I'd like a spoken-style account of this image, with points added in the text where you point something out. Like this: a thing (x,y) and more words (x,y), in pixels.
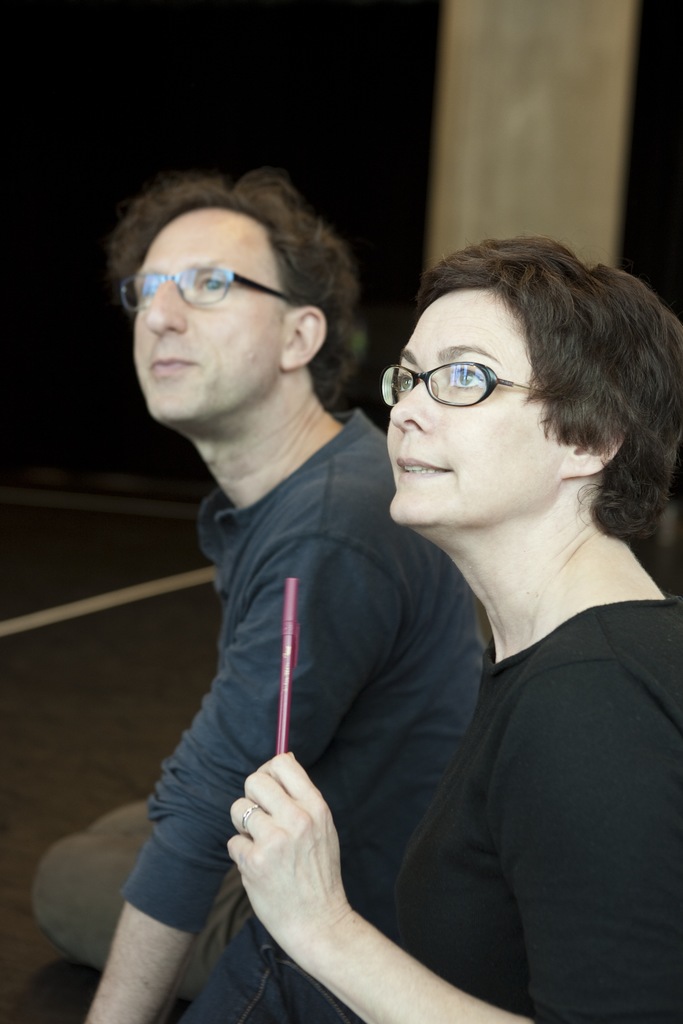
In this image there is a man (252,508) and a woman (341,878) sitting on the floor (150,644). The woman (508,658) is holding a pen (287,738) in her hand (294,794). Behind them there is a pillar (508,118). The background (101,164) is dark.
